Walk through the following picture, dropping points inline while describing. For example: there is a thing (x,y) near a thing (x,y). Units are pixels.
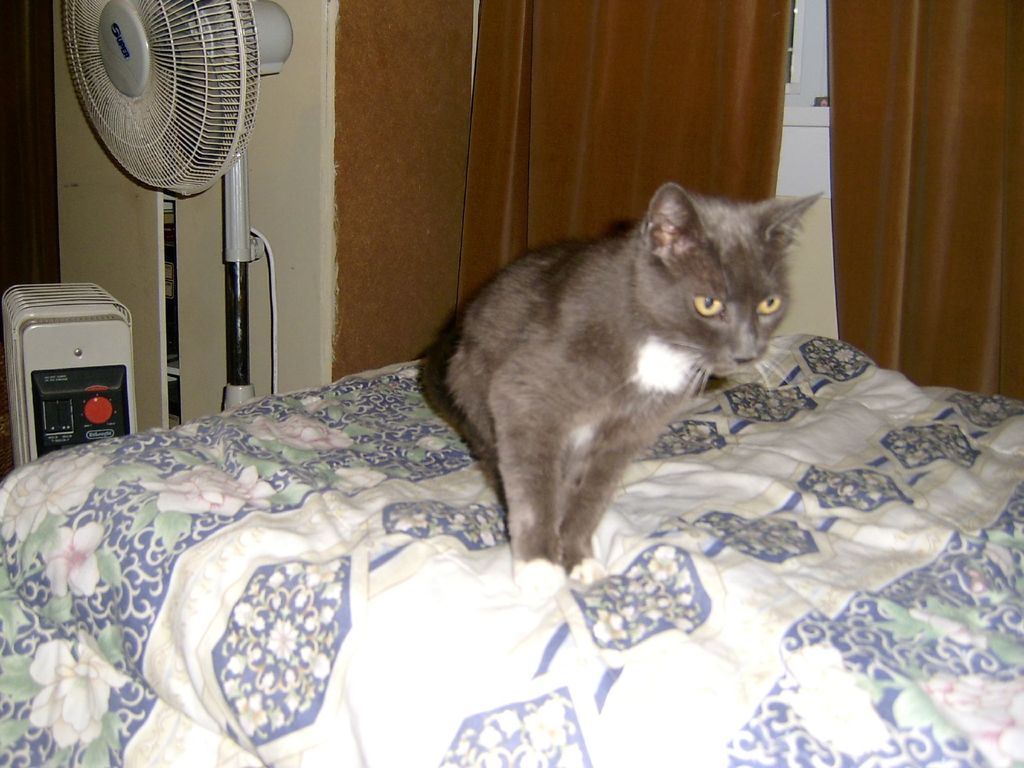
In the foreground of the image (545,481) we can see a cat (615,474) on the surface (281,633). To the left side of the image (191,73) we can see a pedestal fan (199,103) and a device (80,412) placed on the ground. In the background (554,170), we can see cupboard (190,272), window (790,30) and curtains (931,120).
